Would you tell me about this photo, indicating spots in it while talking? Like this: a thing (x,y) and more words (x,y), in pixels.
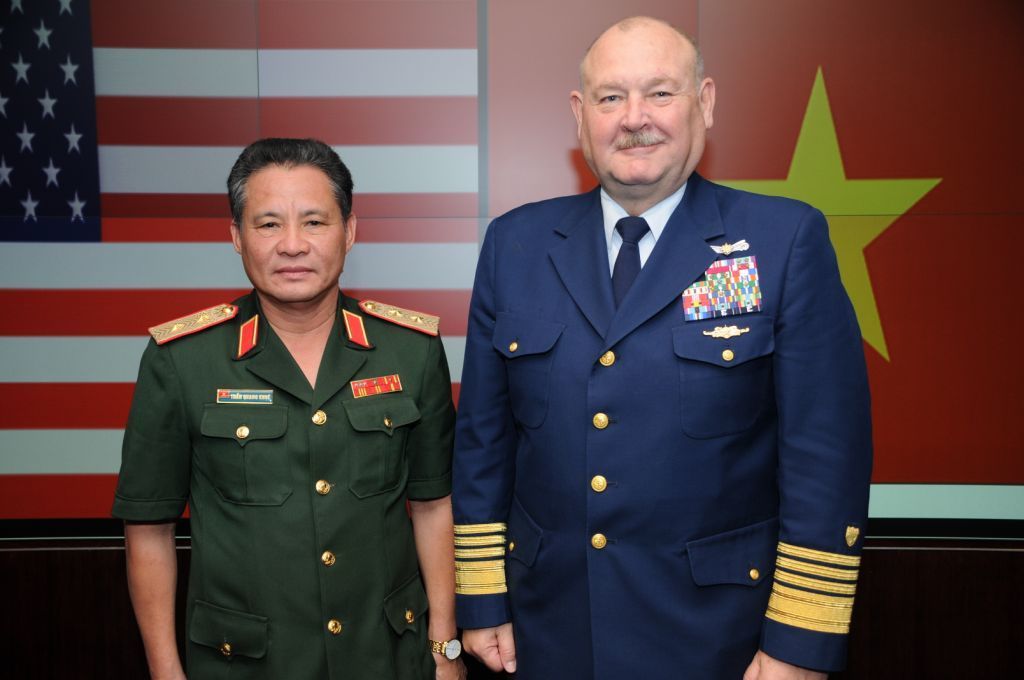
In this image there are two men (565,432) standing, in the background (345,84) there are flags (881,170).
